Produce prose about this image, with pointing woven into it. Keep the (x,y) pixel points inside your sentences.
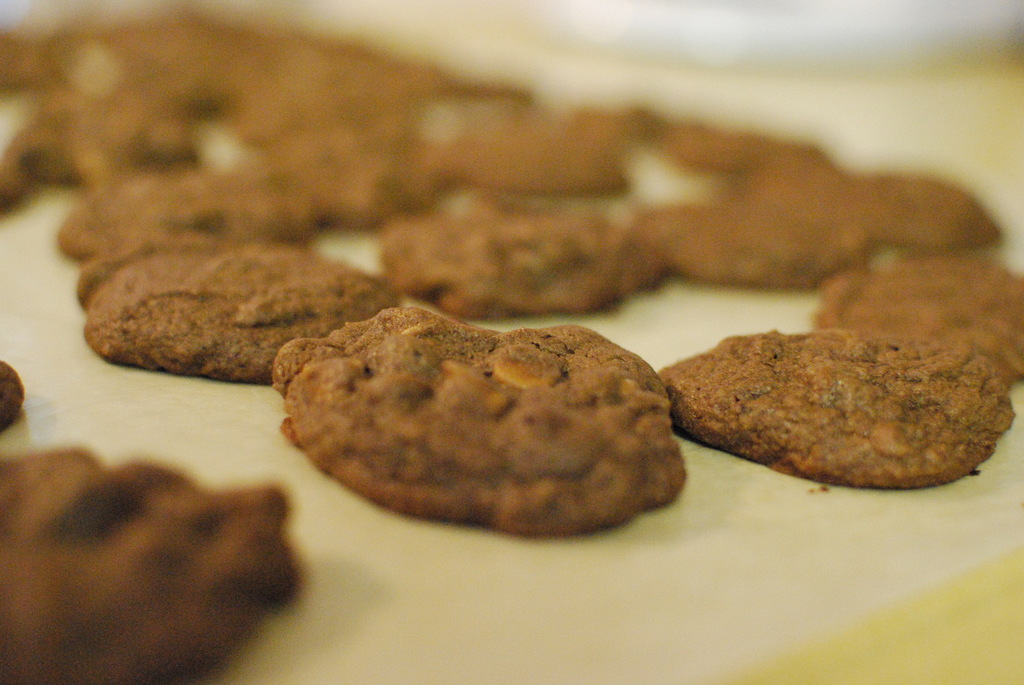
In this image we can see cookies (465,517) on a surface (654,513). In the background (604,81) it is blur.
